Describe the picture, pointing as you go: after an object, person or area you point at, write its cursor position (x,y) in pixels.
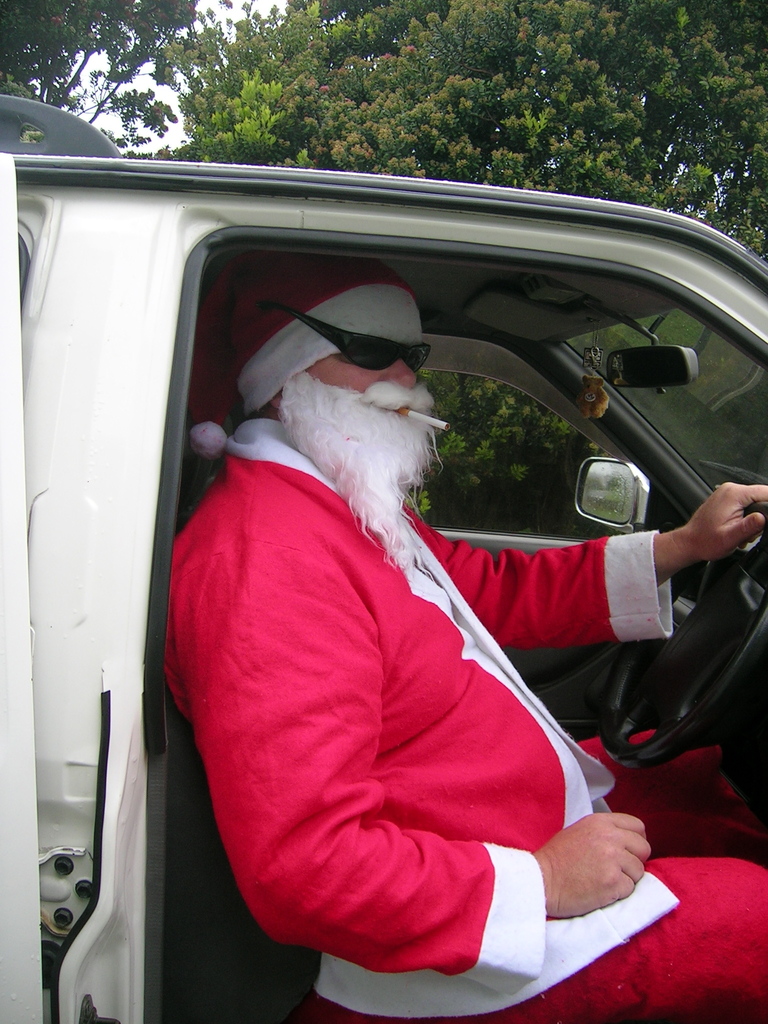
In this image I can see a person (346,280) is sitting in a vehicle (120,173). I can also see he is wearing Santa Claus dress (350,578) and wearing a shades (408,359). I can see a cigarette (434,426) in his mouth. In the background (415,165) I can see few trees (347,131).
